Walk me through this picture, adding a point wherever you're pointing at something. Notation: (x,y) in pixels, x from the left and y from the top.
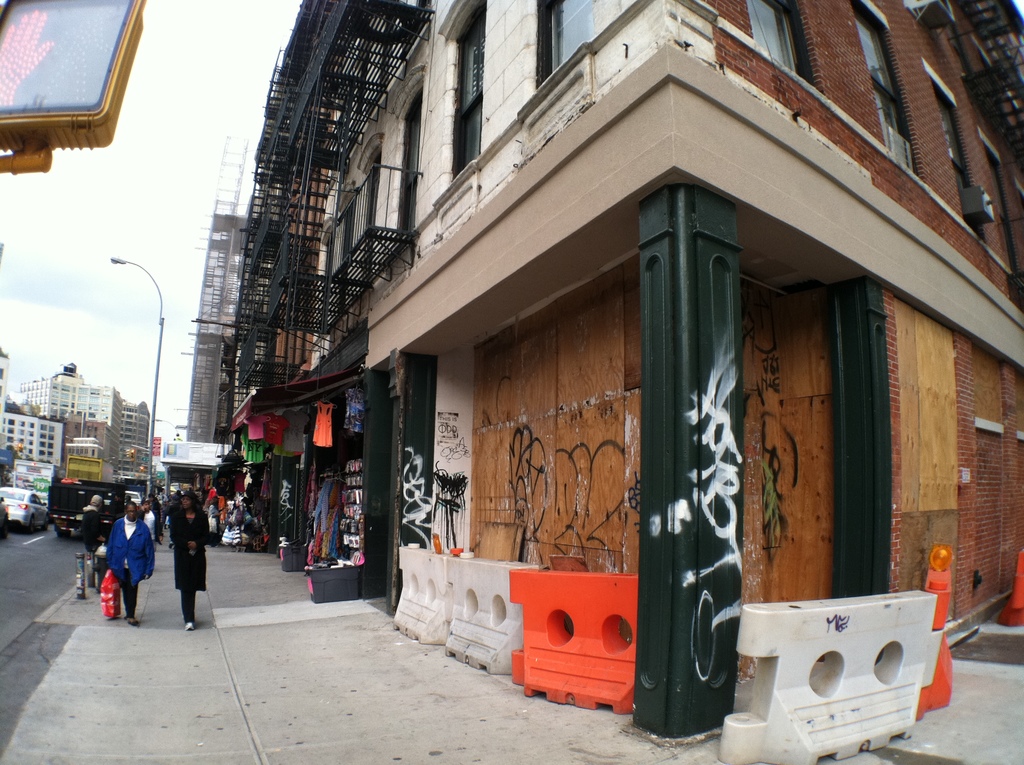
In this image I can see group of people (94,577) walking, few vehicles (112,494) on the road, buildings (498,83), light poles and I can also see few stores (303,483). In the background (137,221) the sky (120,219) is in white color.
